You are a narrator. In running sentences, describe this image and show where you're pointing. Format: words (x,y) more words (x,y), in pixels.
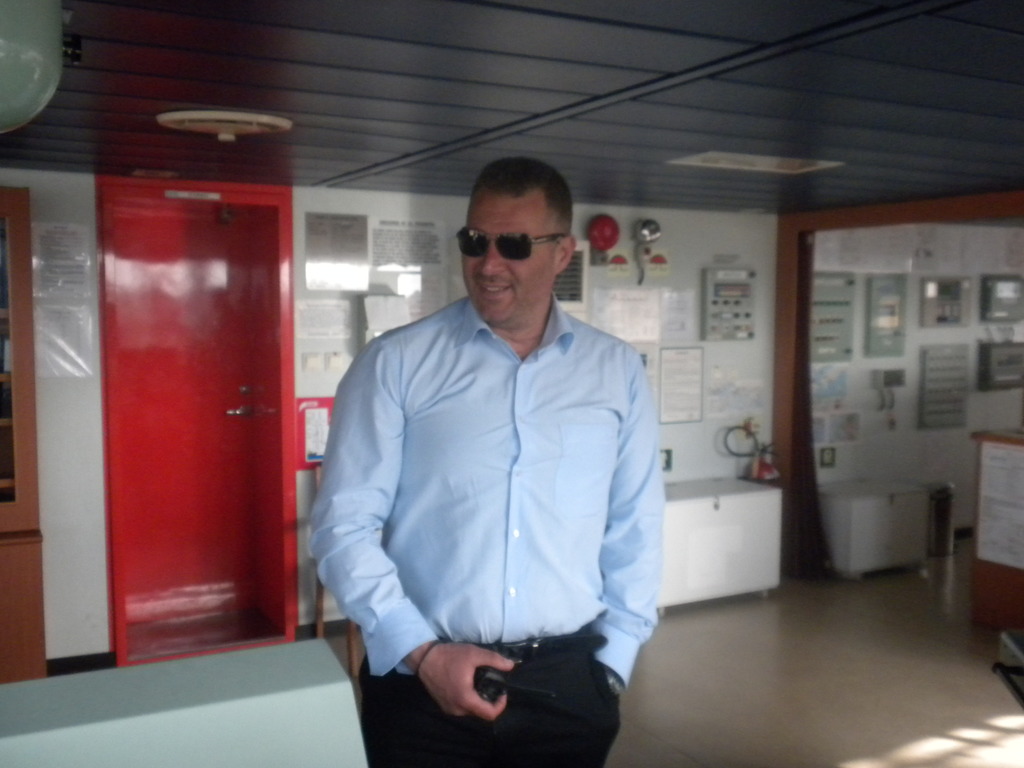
In this picture we can see a man (550,207) wore goggles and holding a device (492,682) with his hand (478,706) and at the back of him we can see a door (255,385), posters (382,299) on the wall (681,440), fire extinguisher (746,452), ceiling (556,115) and some objects (772,517) on the floor (760,632).
